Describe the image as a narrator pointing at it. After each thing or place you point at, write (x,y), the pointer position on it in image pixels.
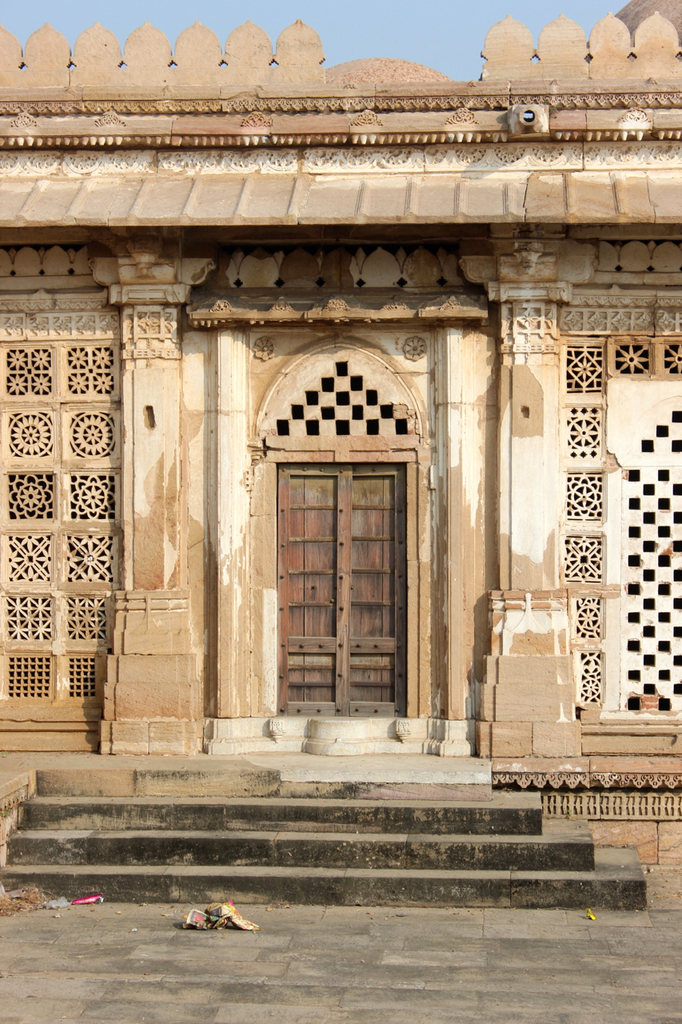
In this picture we can see a building (414,267) here, there is a door (347,622) in the middle (348,604), we can see the sky (425,18) at the top of the picture (439,10), at the bottom (390,899) there are stairs (382,858).
